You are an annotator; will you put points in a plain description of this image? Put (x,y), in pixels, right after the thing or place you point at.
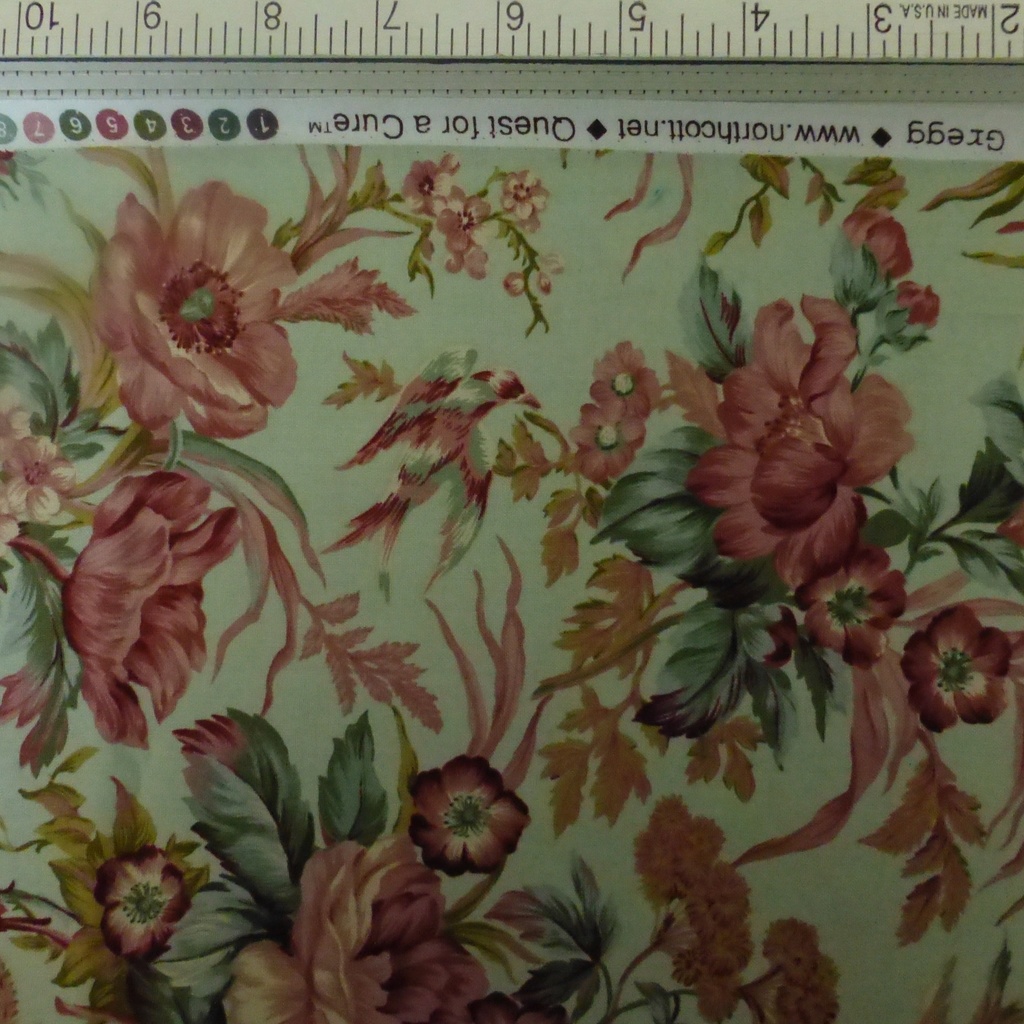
In this image I can see a cloth (511,126) and on it I can see depiction of flowers (334,999). On the top side of this image (567,49) I can see a measurement tape (352,4) and I can also see something is written on the cloth (699,133).
